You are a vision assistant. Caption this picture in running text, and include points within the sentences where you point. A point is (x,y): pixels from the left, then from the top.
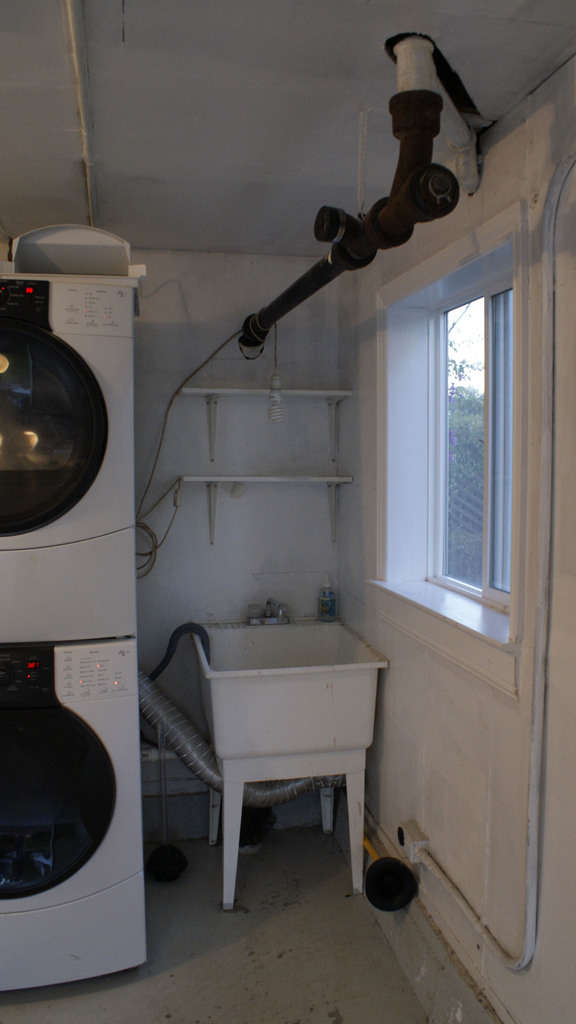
This picture is taken inside the room (400,500). In this image, on the left side (53,410), we can see a washing machine (79,711) and a dryer (51,392). In the middle of the image (288,671), we can see a tub (316,702) with a tap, we can also see a shelf (266,478) in the middle of the image (332,530). On the right side (490,323), we can see a glass window (504,486), outside of the glass window (486,444), we can see some trees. At the top (237,114), we can see a pipe (407,197) and a roof (424,24). On the left side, we can also see a pipe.
